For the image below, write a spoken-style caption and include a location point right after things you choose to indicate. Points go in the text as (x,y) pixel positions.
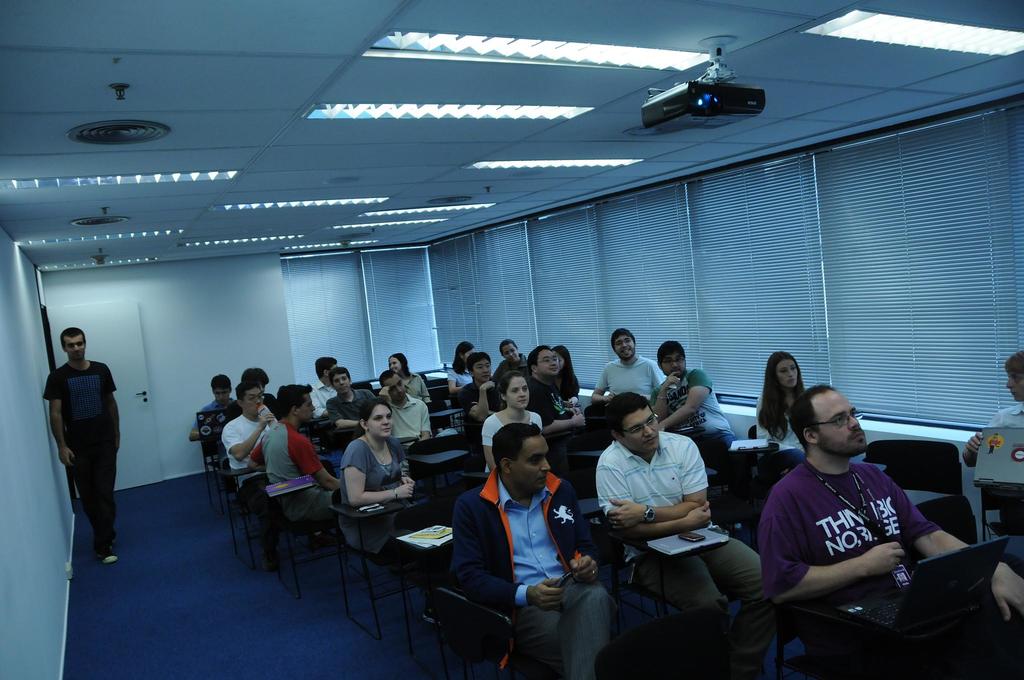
In this image there are people (866,543) sitting on chairs (933,510), on the left side (6,587) there is wall (34,440) near the wall (41,438) a person (74,435) standing, in the background (217,284) there is a wall (134,279) for that wall (167,274) there is a door (128,386) and curtains (744,390), at the top (450,41) there are lights (441,50), ceiling (441,78) and projector (678,99).
